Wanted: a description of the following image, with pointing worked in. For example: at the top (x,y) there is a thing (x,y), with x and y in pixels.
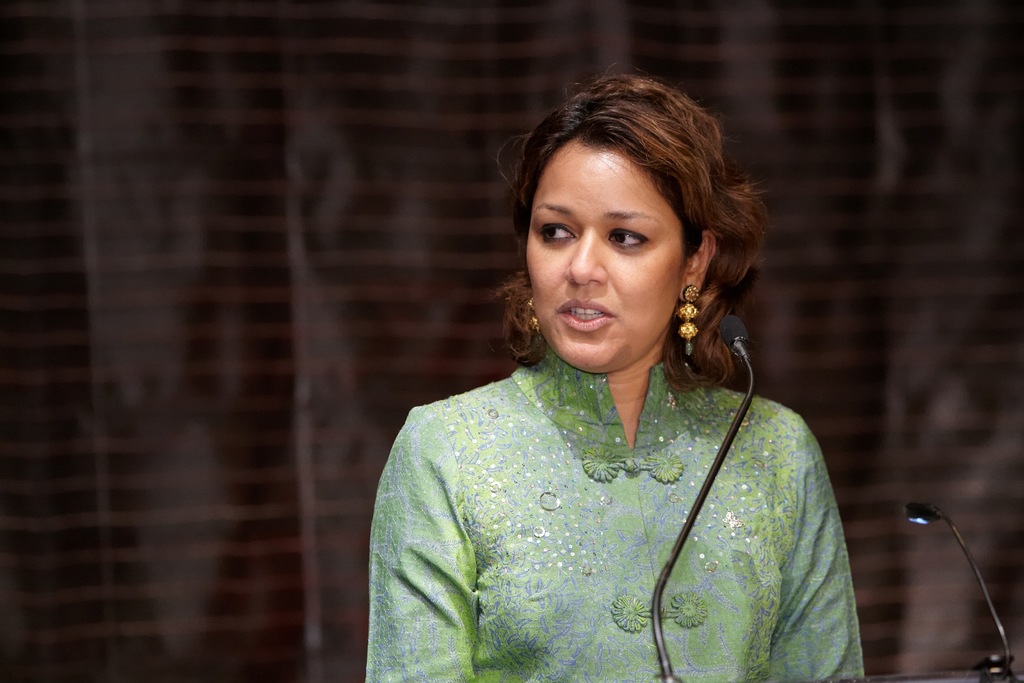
In this image there is a woman (565,480) who is wearing the green dress (569,524). In front of her there is a mic (751,369). In the background (241,238) there is a brown color curtain (147,360).
